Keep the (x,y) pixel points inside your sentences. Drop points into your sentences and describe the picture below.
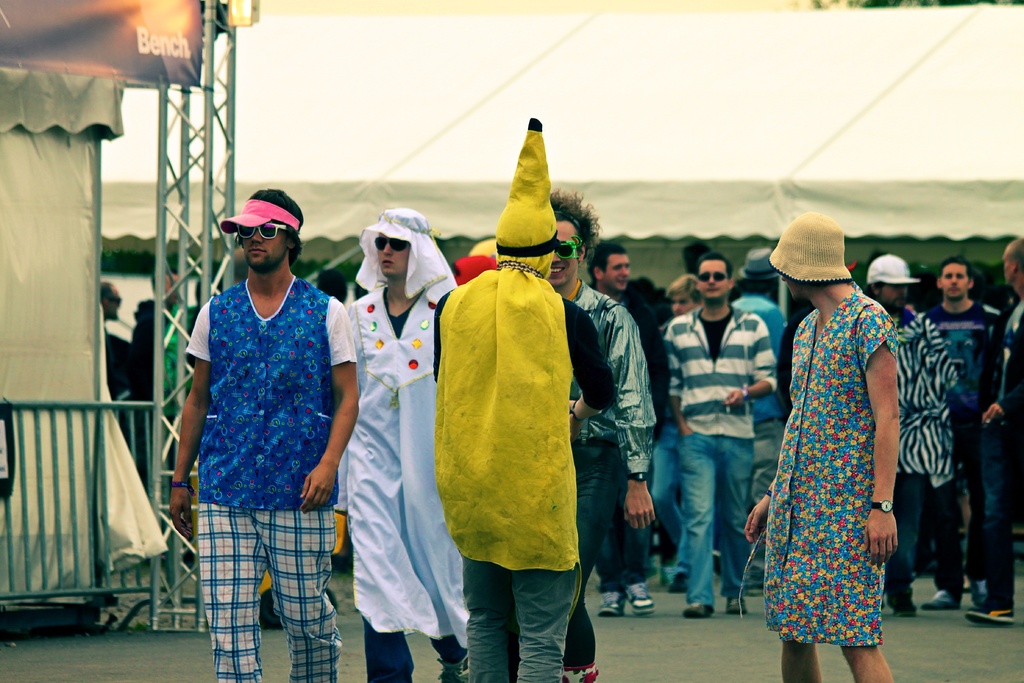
In the image we can see there are people (432,505) standing on the road (895,641) and they are wearing costumes (458,525). There are few people (209,341) wearing sunglasses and there are iron poles (172,369). Behind there are tents (148,526).
